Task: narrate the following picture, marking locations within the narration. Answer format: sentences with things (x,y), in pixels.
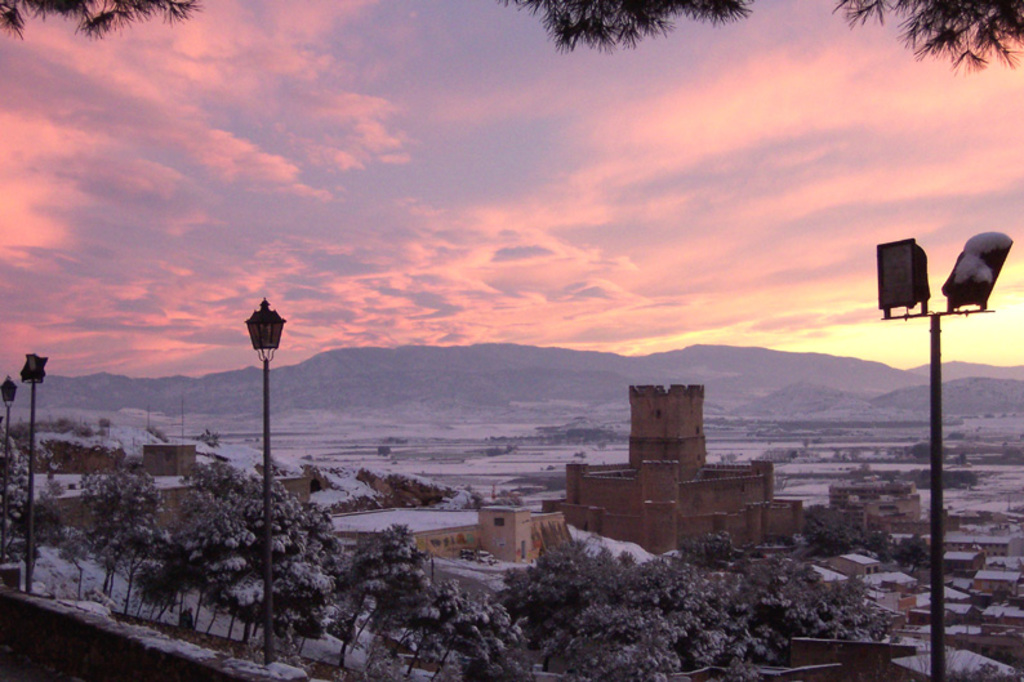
In this picture we see sunset (159,325) of a place with many houses (160,455), trees (609,632) and lampposts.
